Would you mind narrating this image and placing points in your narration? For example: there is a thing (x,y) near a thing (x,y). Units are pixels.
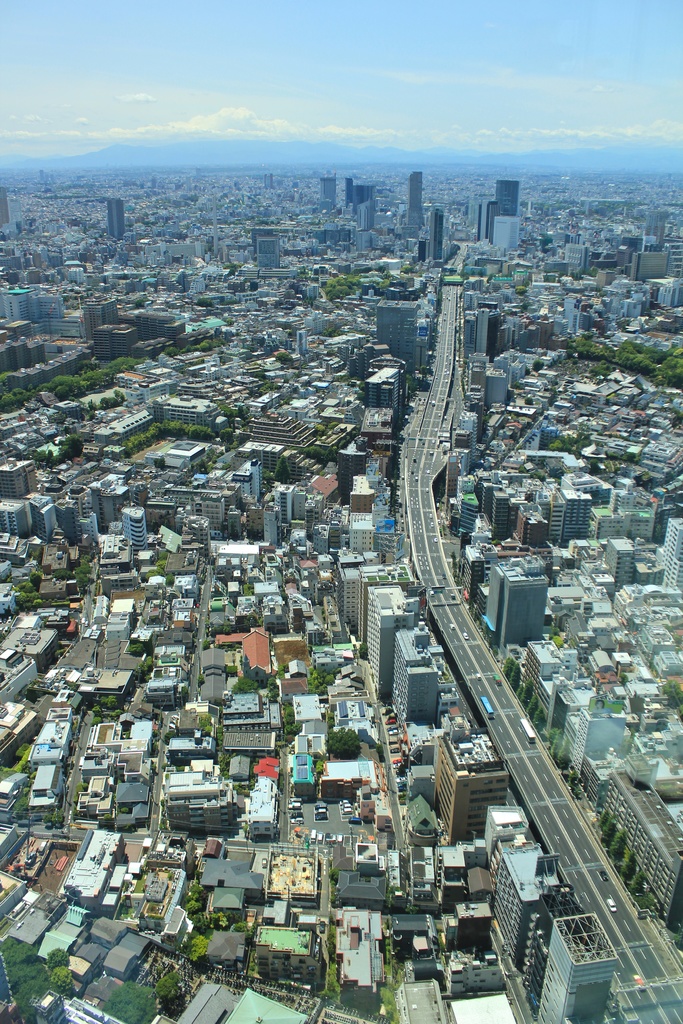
In this picture I can see vehicles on the road (457,364). There are buildings (80,1005), trees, and in the background (383,80) there is the sky (425,114).
